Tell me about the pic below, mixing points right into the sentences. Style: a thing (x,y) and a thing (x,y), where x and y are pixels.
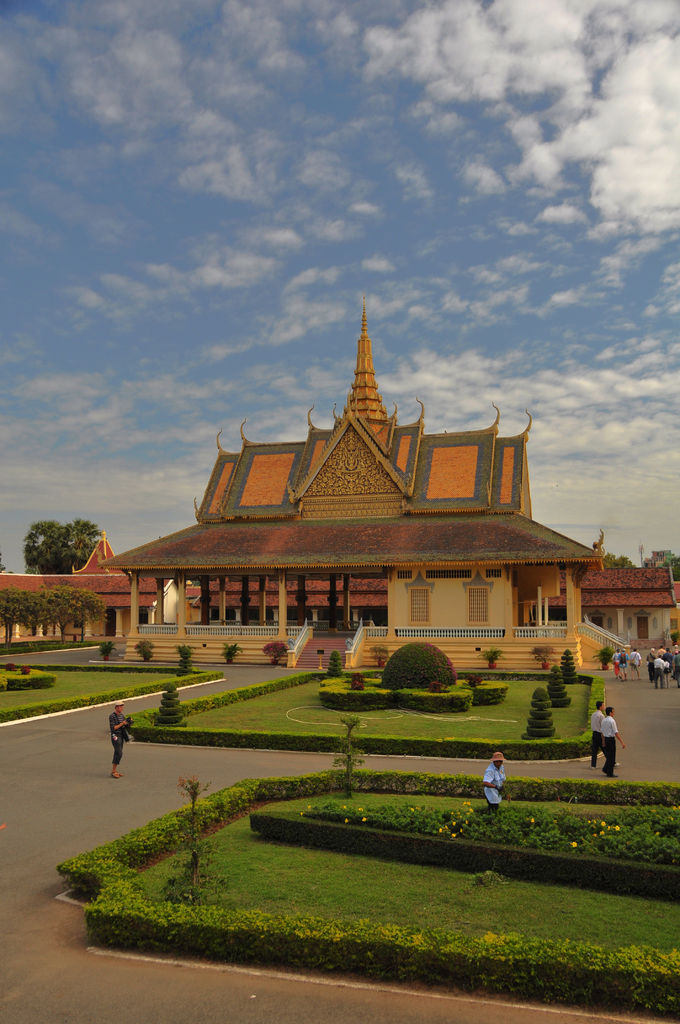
This image is taken outdoors. At the top of the image (284,212) there is a sky (364,270) with clouds (139,489). At the bottom of the image (142,1006) there is a road (32,777) and there is a ground (514,884) with grass (649,930) on it and there are a few plants (249,688). In the middle of the image (258,650) there are a few khmer architectures (364,615) and there are a few trees (56,590) and a few people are walking on the ground (389,756).
